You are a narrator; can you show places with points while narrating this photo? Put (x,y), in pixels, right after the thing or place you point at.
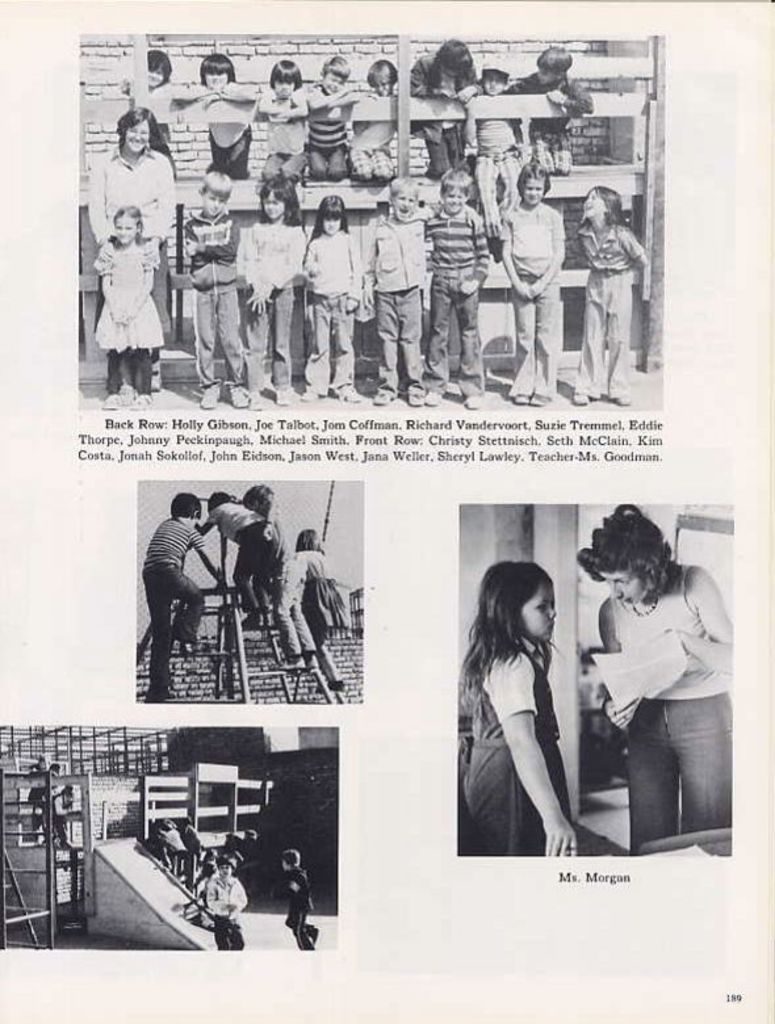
We can see poster (196,818), we can see people (265,541) and something written on this poster (236,502).
